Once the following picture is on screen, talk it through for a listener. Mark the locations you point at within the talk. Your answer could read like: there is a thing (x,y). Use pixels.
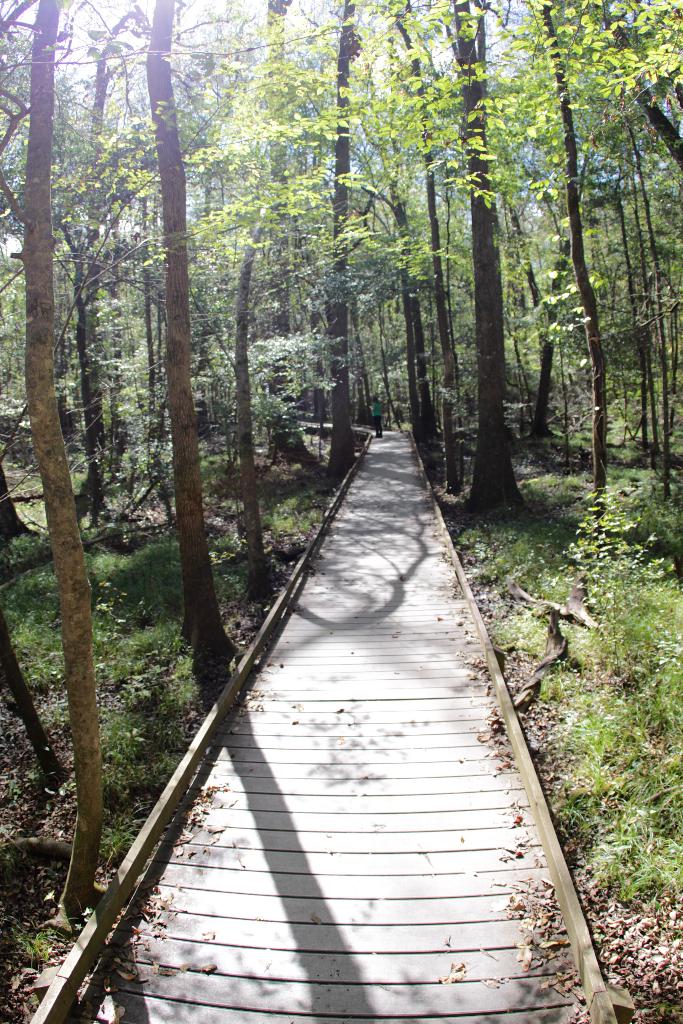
In front of the image there is a wooden platform (353,577), besides the platform (342,636), there's grass (298,489) on the surface (333,485) and there are trees (645,401).
